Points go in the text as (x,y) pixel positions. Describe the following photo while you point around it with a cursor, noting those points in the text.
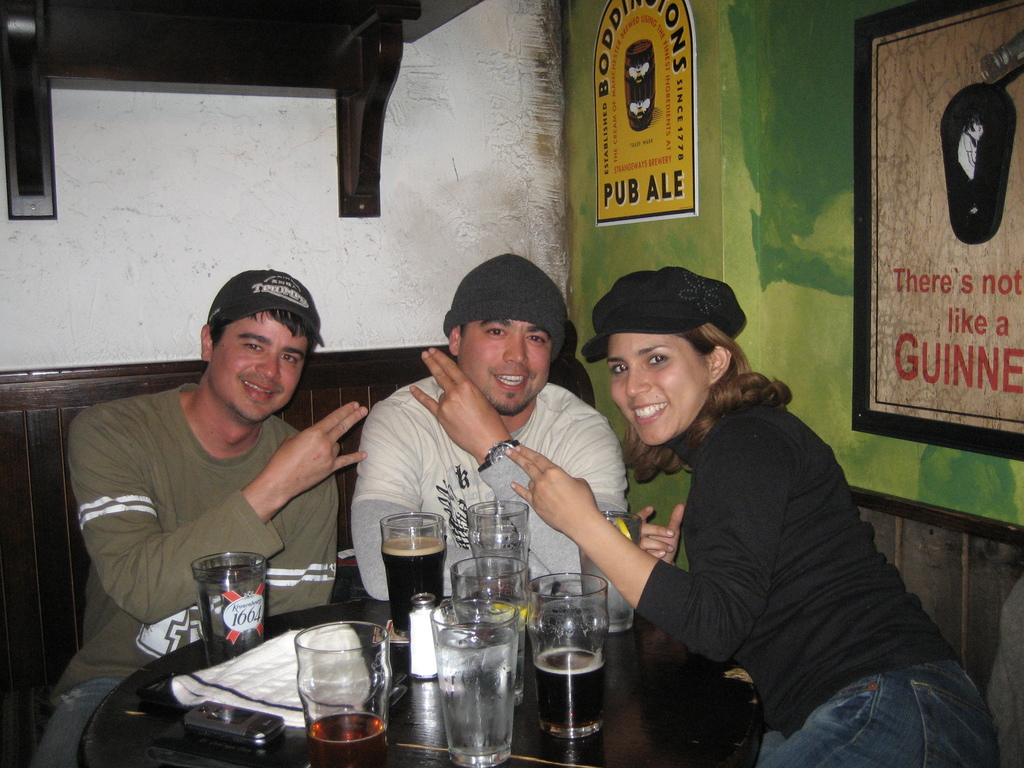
In this image there are three persons (247,413) sitting on the table (608,701) and posing for the picture. In front of them there is a round table (622,701) on which there are glasses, drinks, clothes (231,684), mobile phone (251,723) and a small jar (417,635). In the background (553,176) there is a wall (804,217) on which there are frames (654,161). At the top (220,56) there is a wooden stand (157,53).
